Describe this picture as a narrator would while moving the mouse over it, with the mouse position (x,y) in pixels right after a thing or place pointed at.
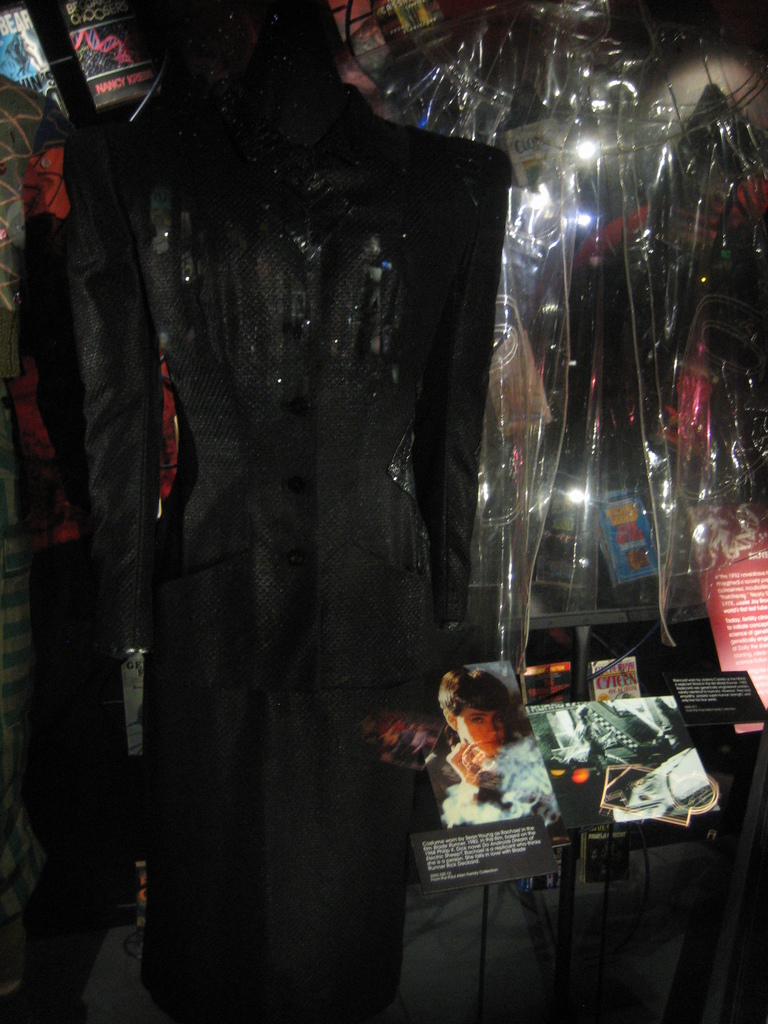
In this picture we can see the statues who is wearing suit (265,708), beside that we can see some books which are kept on this rack (739,837). At the top (634,65) we can see the plastic covers (627,69).
